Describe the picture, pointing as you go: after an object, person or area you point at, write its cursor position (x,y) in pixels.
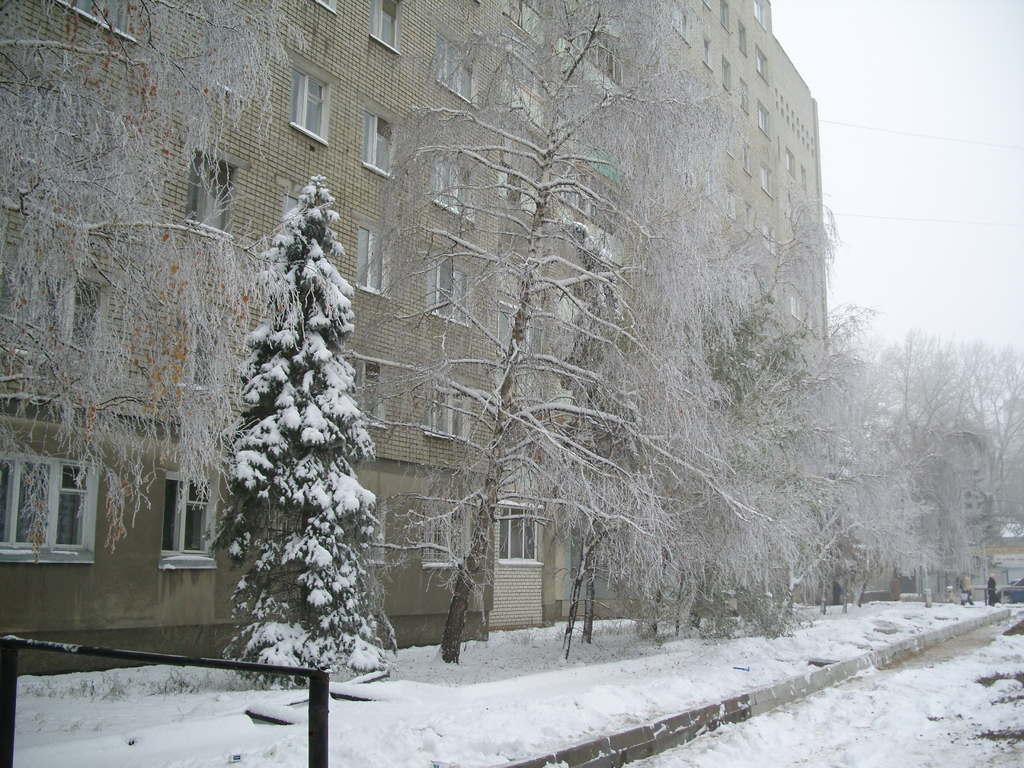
In the image we can see the building (316,134) and these are the windows (306,127) of the building (297,147). We can even see there are trees (535,420), snow (793,670) and the sky (866,103).
